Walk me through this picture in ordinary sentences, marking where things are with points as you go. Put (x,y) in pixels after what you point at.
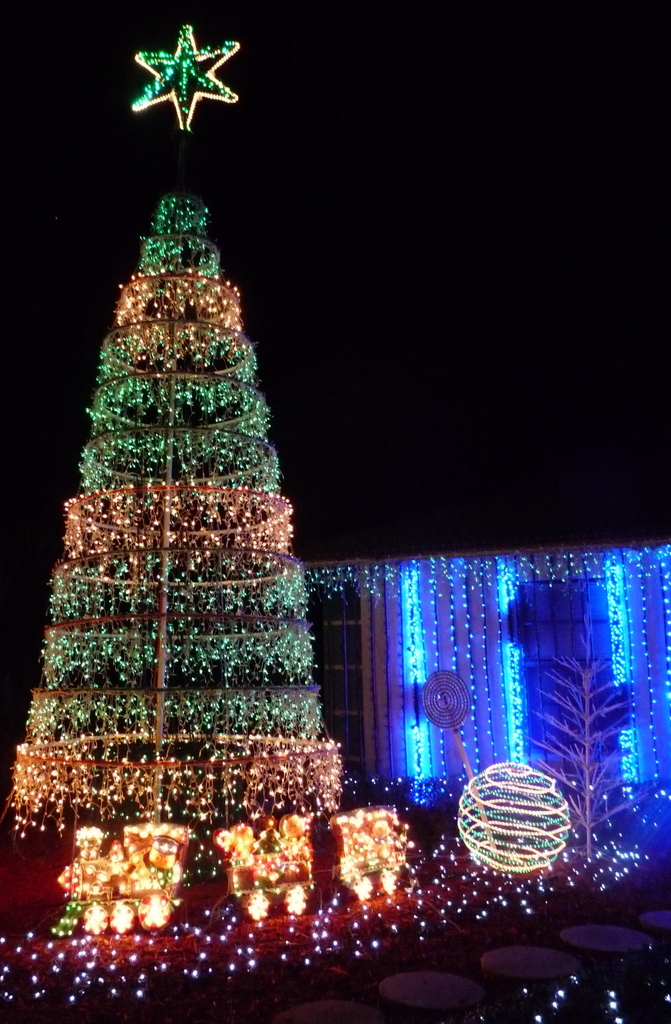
On the left side of the image (219,655) we can see an xmas tree (241,347) decorated with lights (188,698). At the bottom (154,926) there are decorations (375,839). In the background (494,643) there is a building (472,656).
